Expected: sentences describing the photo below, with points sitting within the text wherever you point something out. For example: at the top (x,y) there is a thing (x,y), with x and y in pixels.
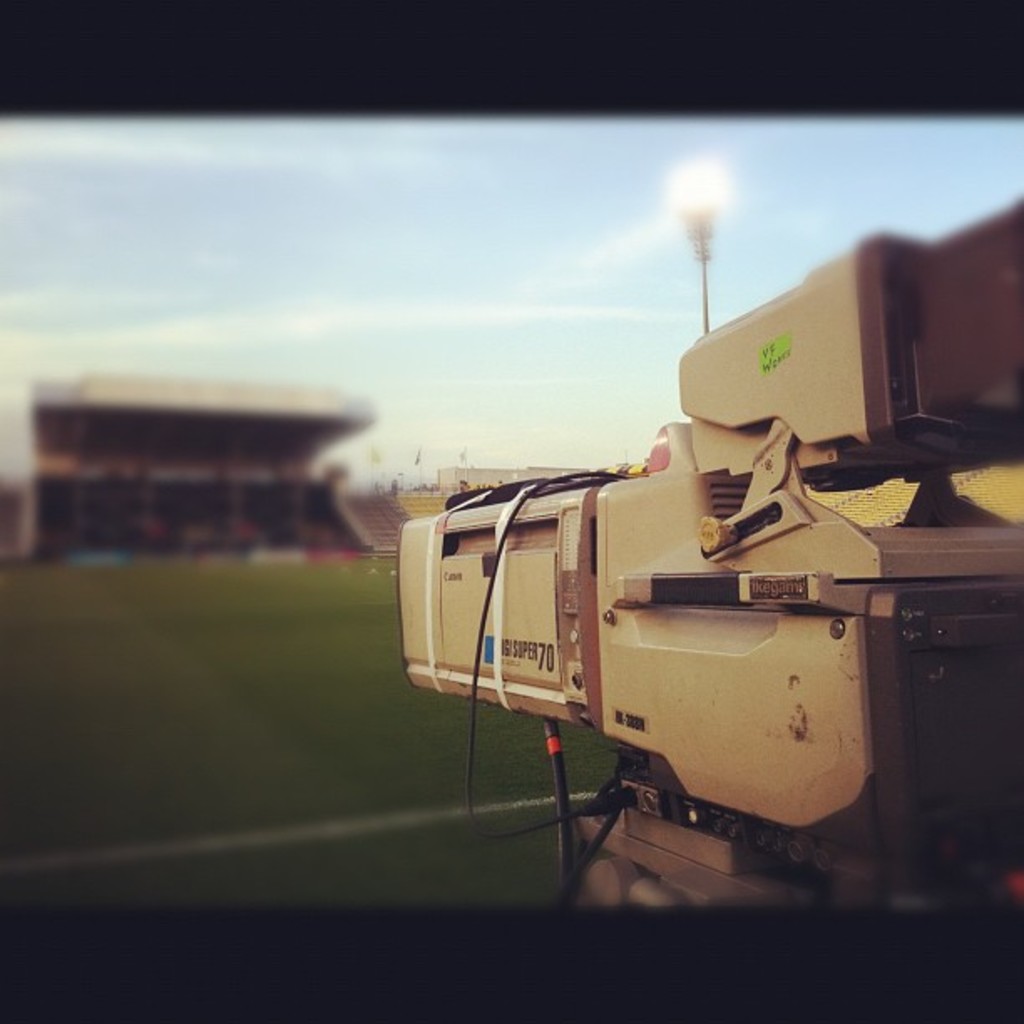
In this image I can see a camera (423,636). I can see the ground (362,779) I can see a flood light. The background (402,518) is looking like a stadium (308,495). At the top (165,289) I can see clouds (106,340) in the sky (456,350).
